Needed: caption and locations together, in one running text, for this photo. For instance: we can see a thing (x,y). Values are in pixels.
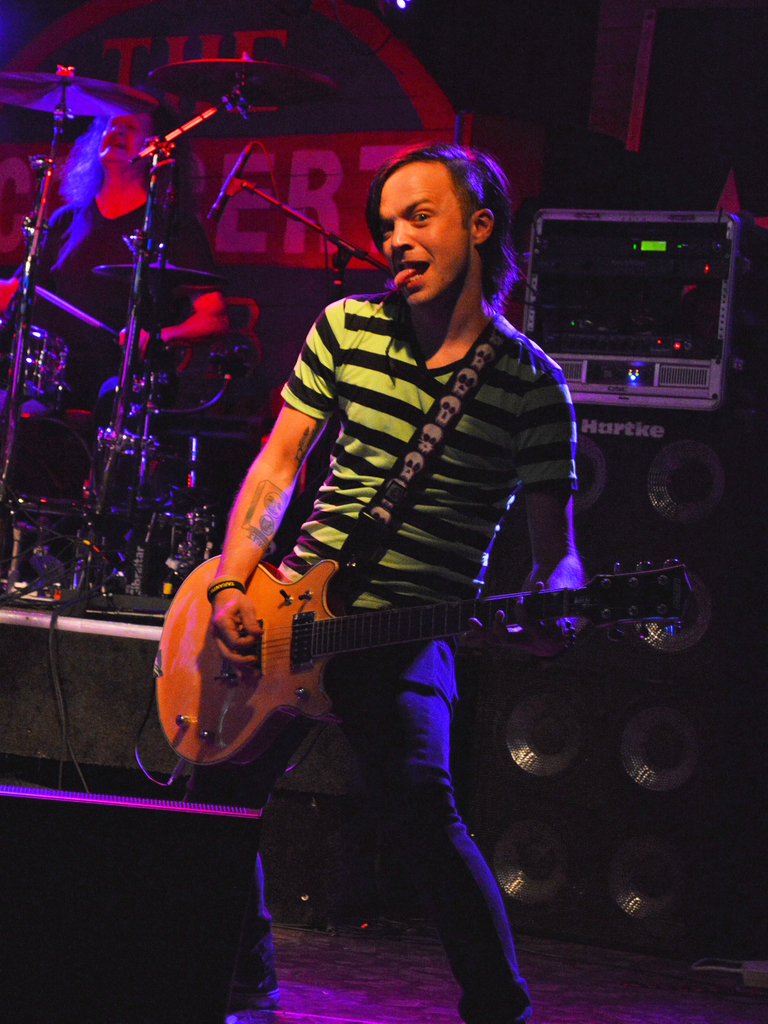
A man (418,582) standing, playing the guitar (304,642), wearing the T-Shirt (357,493), keeping out his tongue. with a different face look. This is a microphone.
